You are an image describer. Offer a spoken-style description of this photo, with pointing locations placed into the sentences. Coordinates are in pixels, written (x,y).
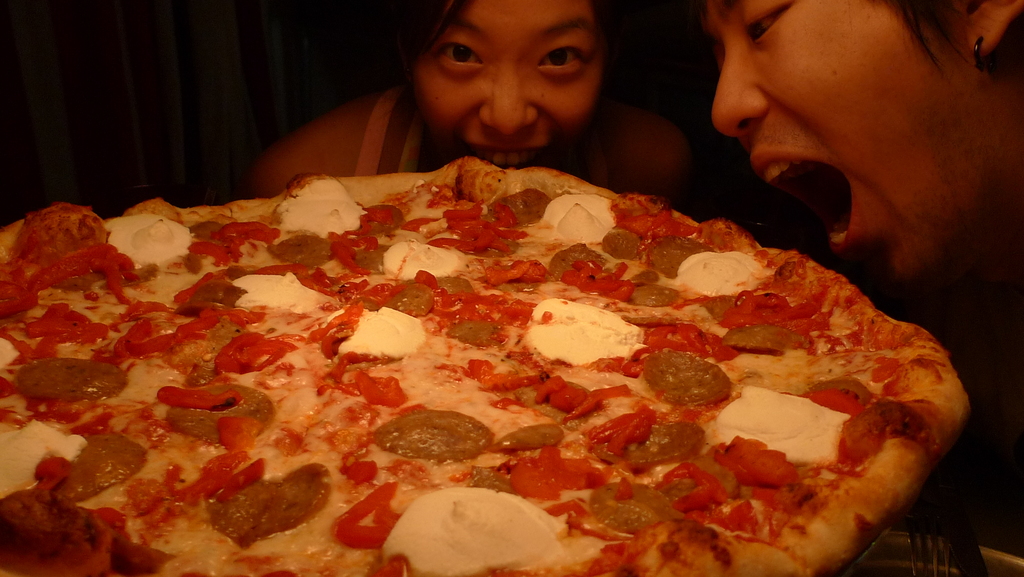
In this picture there are two people (824,157) who are trying to eat the pizza (369,346). This pizza (520,451) is kept on the table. On the top left corner (73,62) I can see the darkness (53,67).
